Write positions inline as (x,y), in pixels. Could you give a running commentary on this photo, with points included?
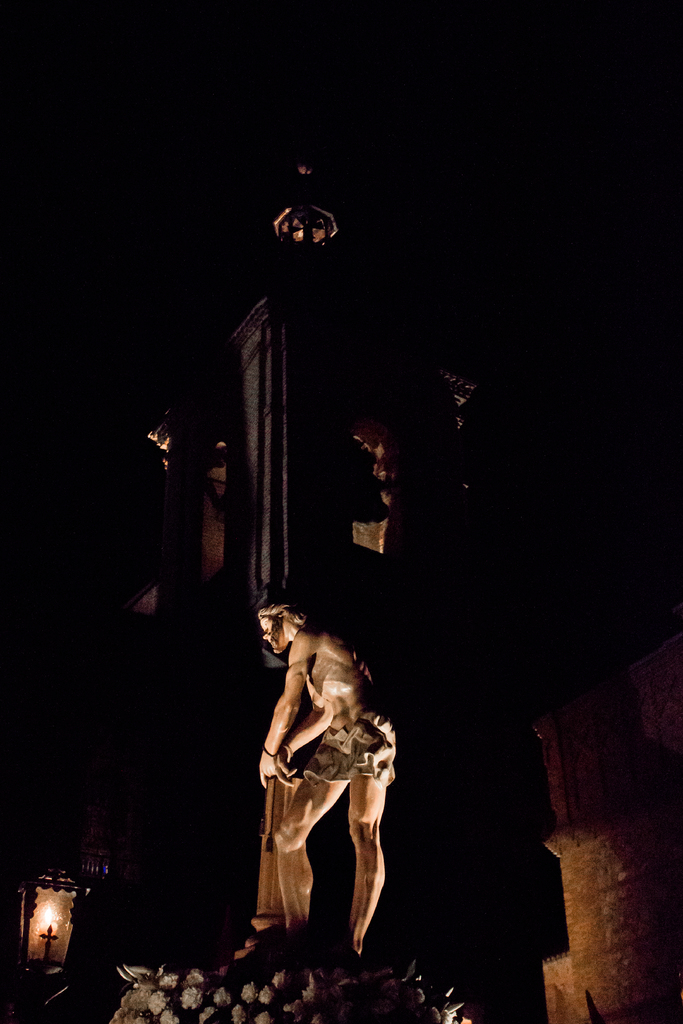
In this picture we can observe a statue (292,672) of a person (327,654). There is a candle (47,920) on the left side (66,928). The background (100,939) is completely dark.
